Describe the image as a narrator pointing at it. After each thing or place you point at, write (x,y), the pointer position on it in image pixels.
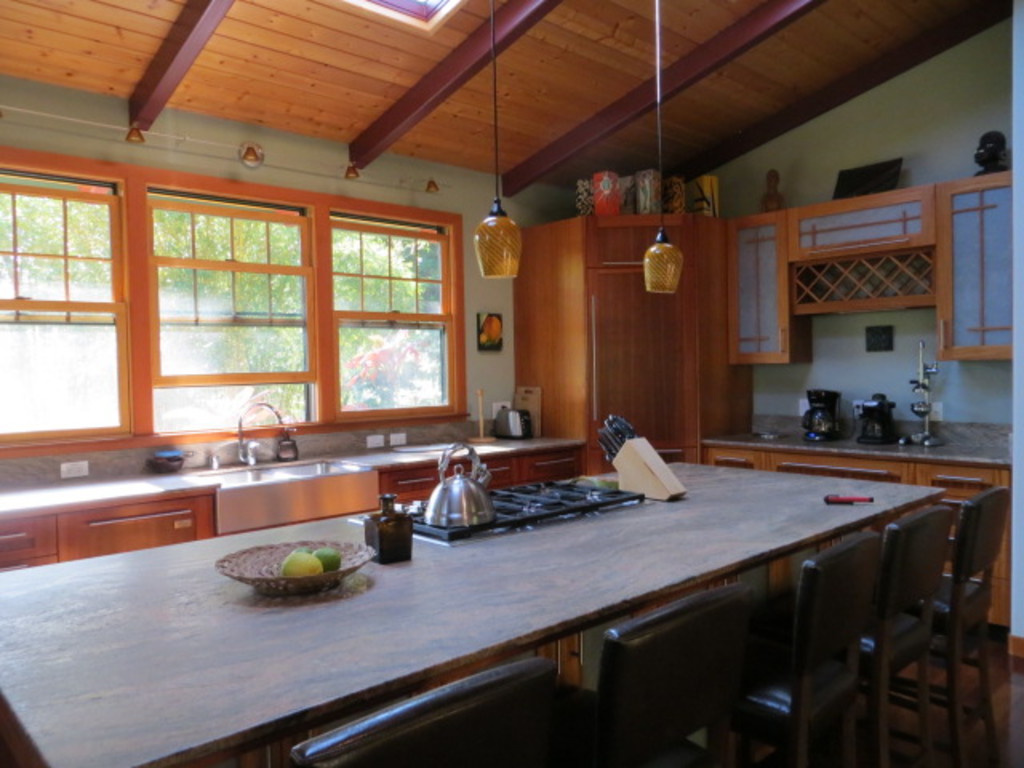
This is the picture of a room (648,304). In this image there are fruits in the basket (355,555) and there is a kettle (491,510) on the stove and there are knives (623,438) and there is a jar (394,551) on the table (395,596). In the foreground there are chairs (940,570). At the back (375,492) there is a sink (296,489) and there are objects (523,402) on the table (61,504). On the right side of the image (994,219) there are objects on the table (999,444) and there are cupboards (764,320) and there are objects (623,199) on the top of the cupboards (641,358). At top (186,100) there is a wooden roof (419,60) and there are lights (491,69) hanging from the ceiling (607,36). On the left side of the image (82,244) there are trees (266,254) behind the window (253,271).
